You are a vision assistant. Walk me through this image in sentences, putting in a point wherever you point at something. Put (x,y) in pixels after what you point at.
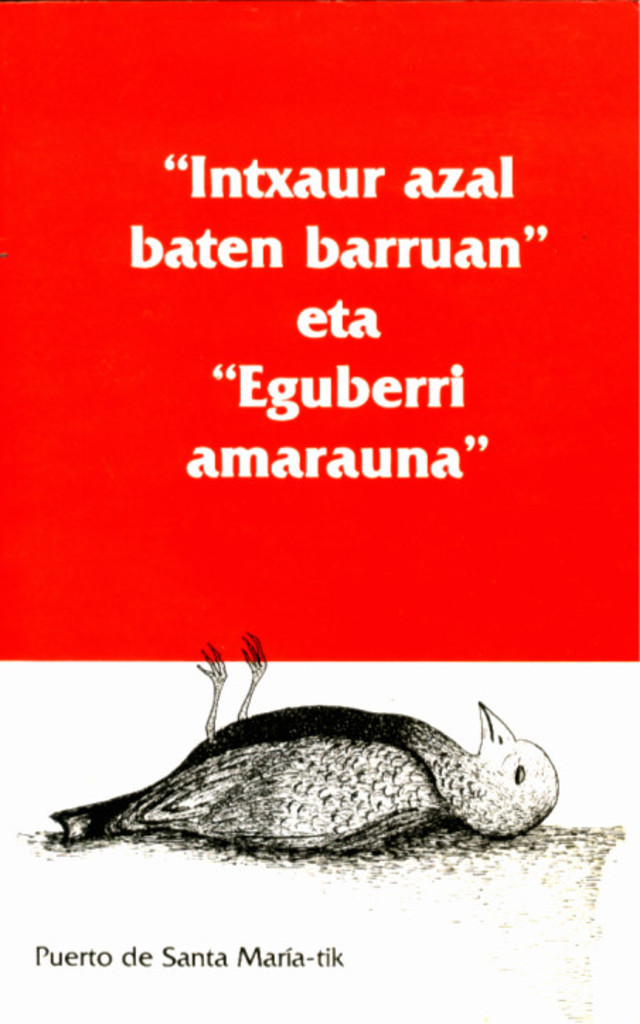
In the image we can see a poster (362,101), on the poster (306,684) we can see a bird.
